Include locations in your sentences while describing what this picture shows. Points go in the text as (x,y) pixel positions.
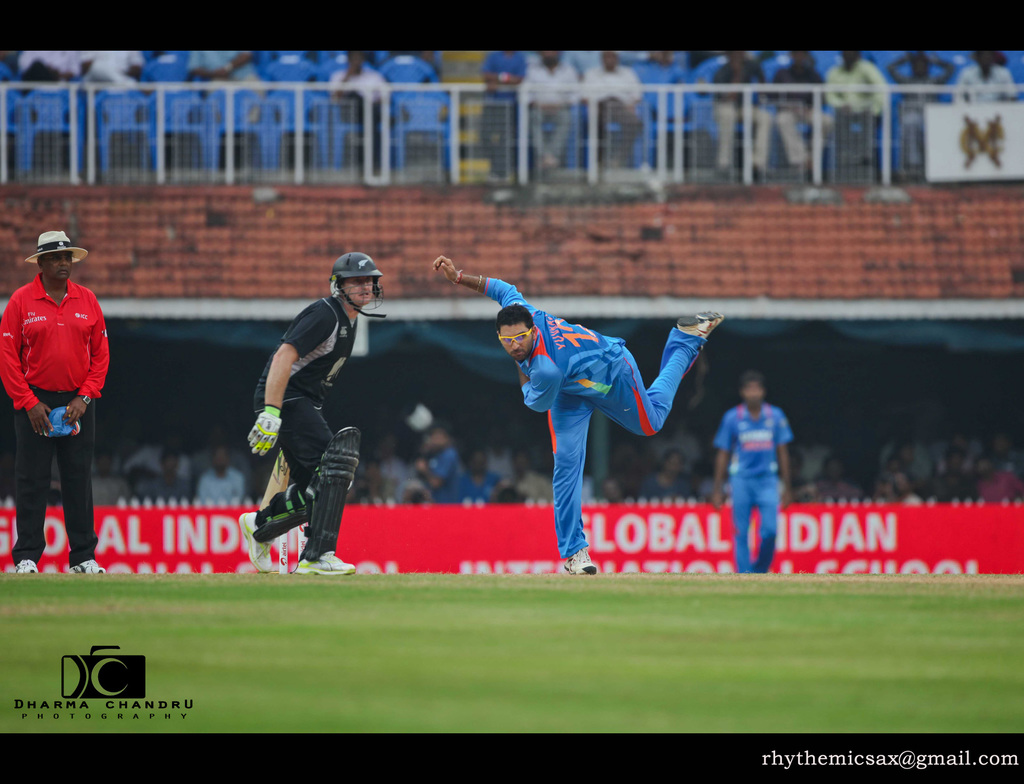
In this image I can see group of people (27,296) playing game, the person (548,379) in front (597,349) wearing blue color jersey (580,352) and the person (283,420) at left (257,418) wearing black color jersey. Background (125,540) I can see a red color board (515,540) and few other persons (497,130) sitting.
